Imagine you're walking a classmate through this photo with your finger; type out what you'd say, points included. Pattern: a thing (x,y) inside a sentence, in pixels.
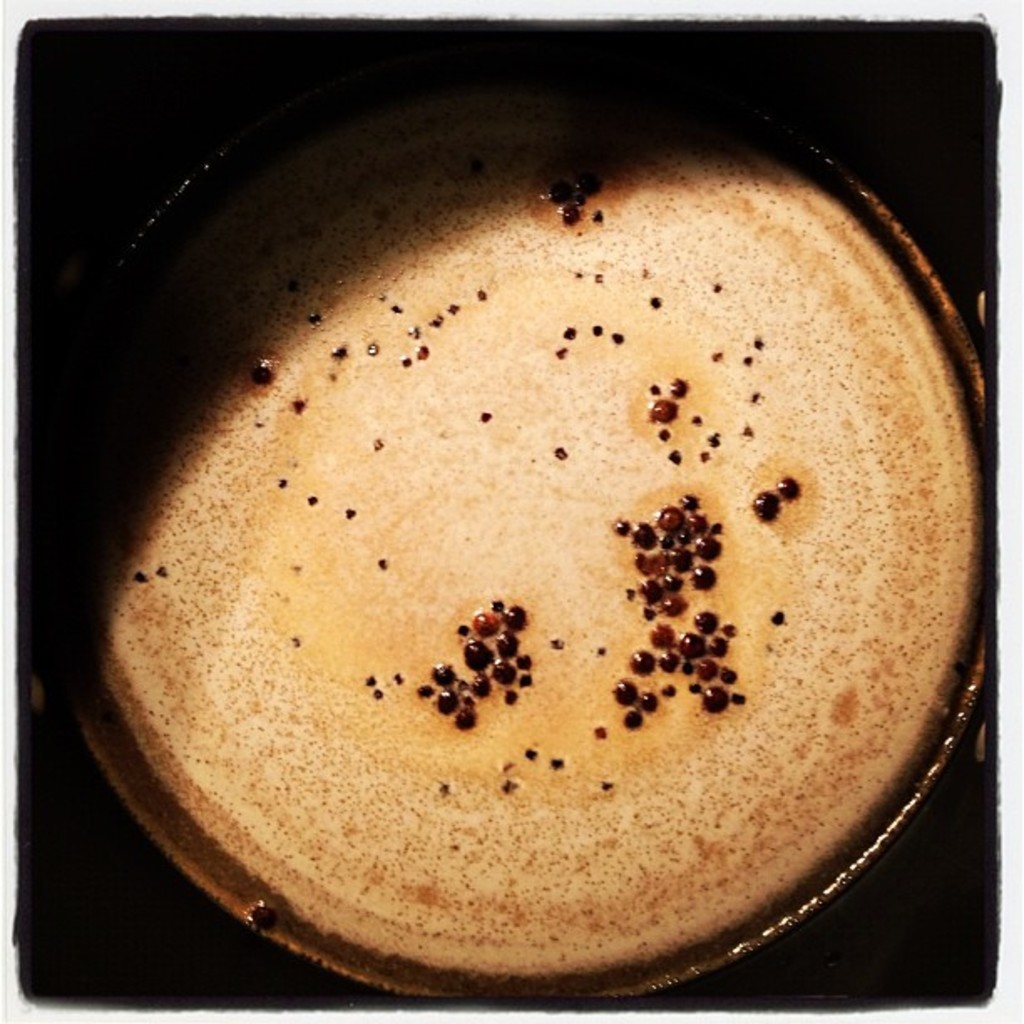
In this picture we can observe a cup (253,722) with some coffee (418,584) in it. The coffee (401,766) is in brown color. In the background (167,135) it is completely dark.
